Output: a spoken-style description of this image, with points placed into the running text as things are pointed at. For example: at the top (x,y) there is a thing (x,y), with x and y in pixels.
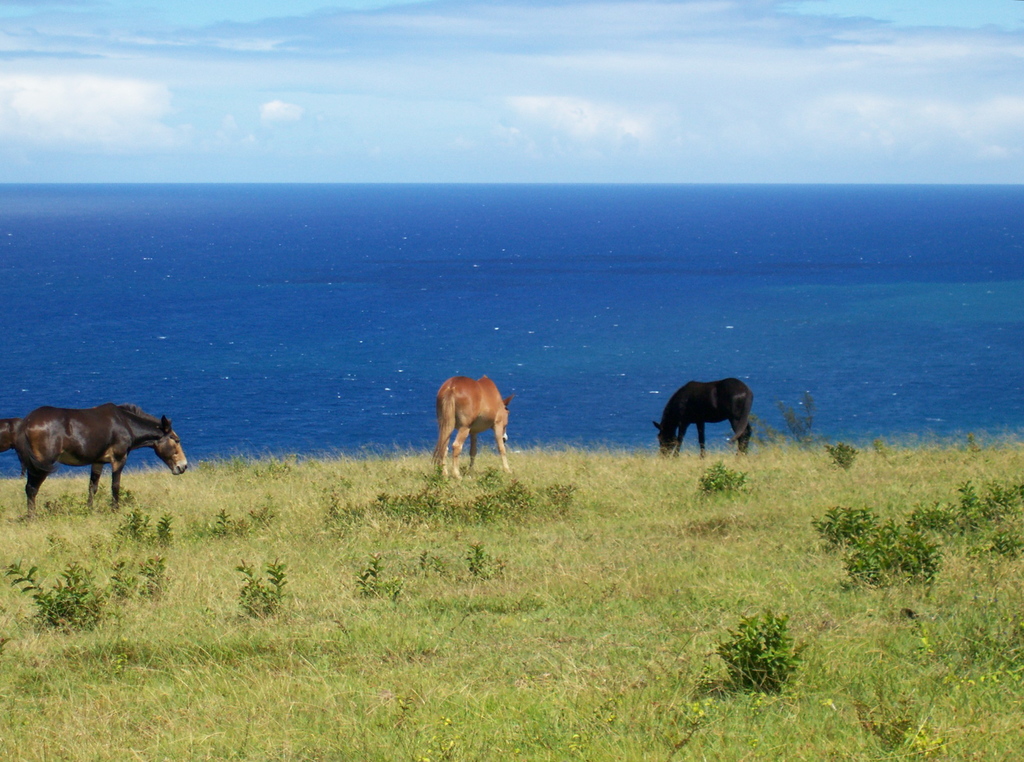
There are horses (122,418) on the grasses (409,455). On the ground (192,544) there are grasses (466,578) and plants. In the back (391,299) there is water (187,208) and sky (393,99).
